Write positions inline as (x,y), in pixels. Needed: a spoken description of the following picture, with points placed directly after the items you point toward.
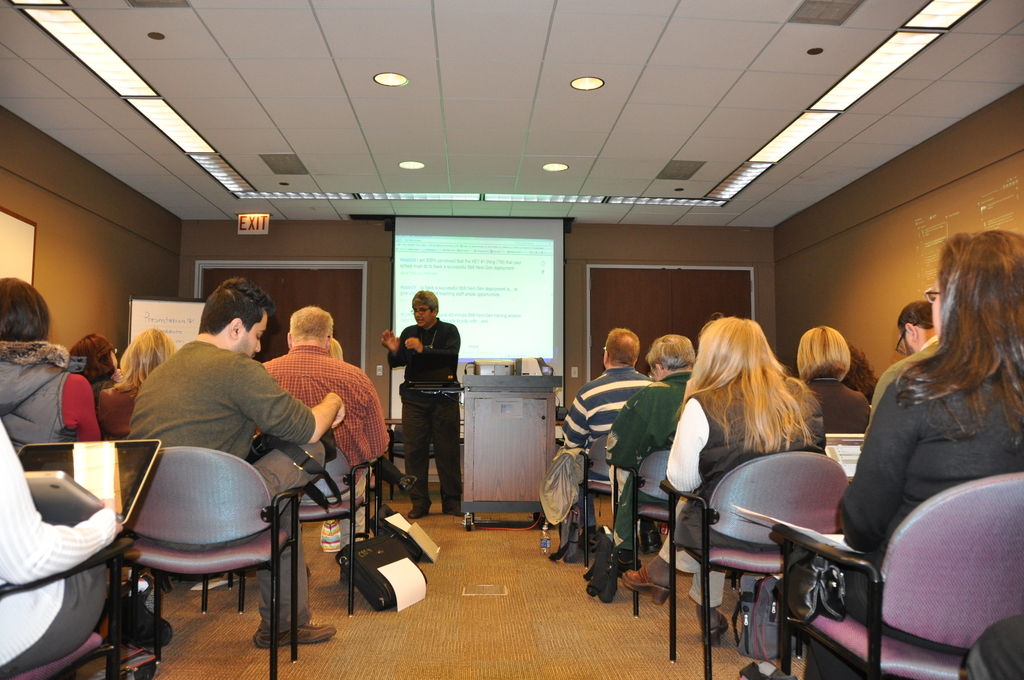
In this picture we can see some people (217,414) sitting on chairs (801,469), in the background (544,306) there is a projector screen (517,289), we can see a man (446,329) standing here, there is a exit board (268,221), we can see the ceiling (453,142) at the top of the picture (382,81), there are some lights (559,165), at the bottom (412,541) we can see a paper (402,562) and a bag (371,560).
